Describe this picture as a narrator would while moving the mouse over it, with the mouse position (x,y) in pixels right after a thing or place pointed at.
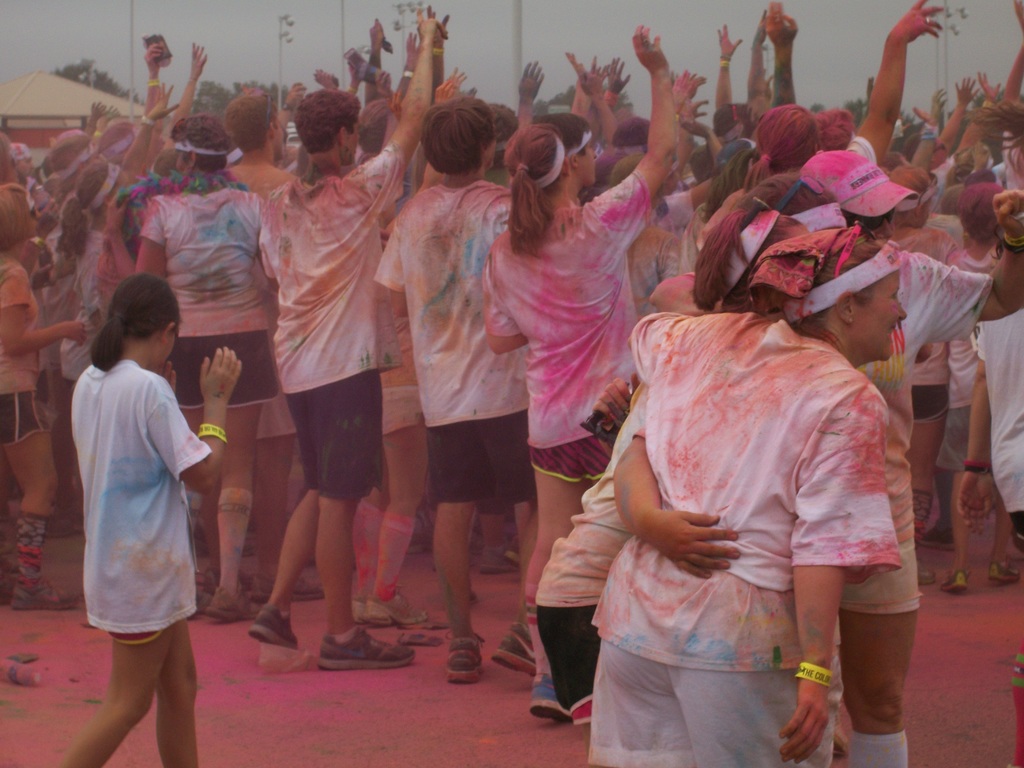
In this image, we can see people (349,117) playing holi and in the background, there are trees (102,81), poles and we can see sheds (31,84). At the bottom (287,718), there is a road (272,719).
